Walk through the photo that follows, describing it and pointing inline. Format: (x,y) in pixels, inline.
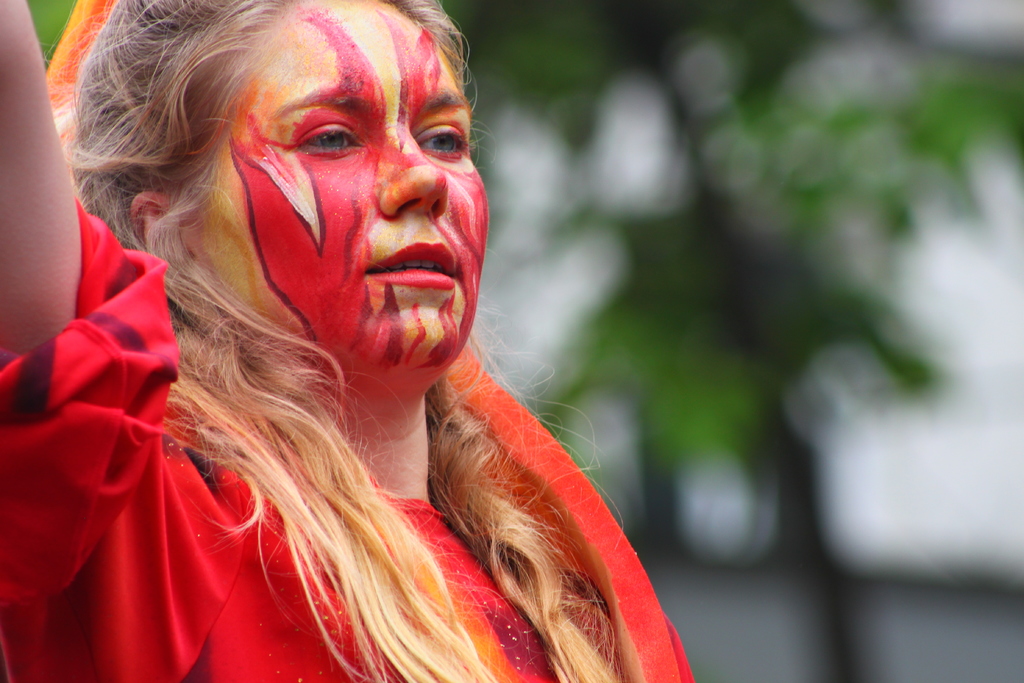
In this picture, we see the girl (240,536) wearing a red dress (202,548). We see paint (331,174) on her face (298,250). In the background (626,219), it is green in color and it is blurred in the background (577,331).
